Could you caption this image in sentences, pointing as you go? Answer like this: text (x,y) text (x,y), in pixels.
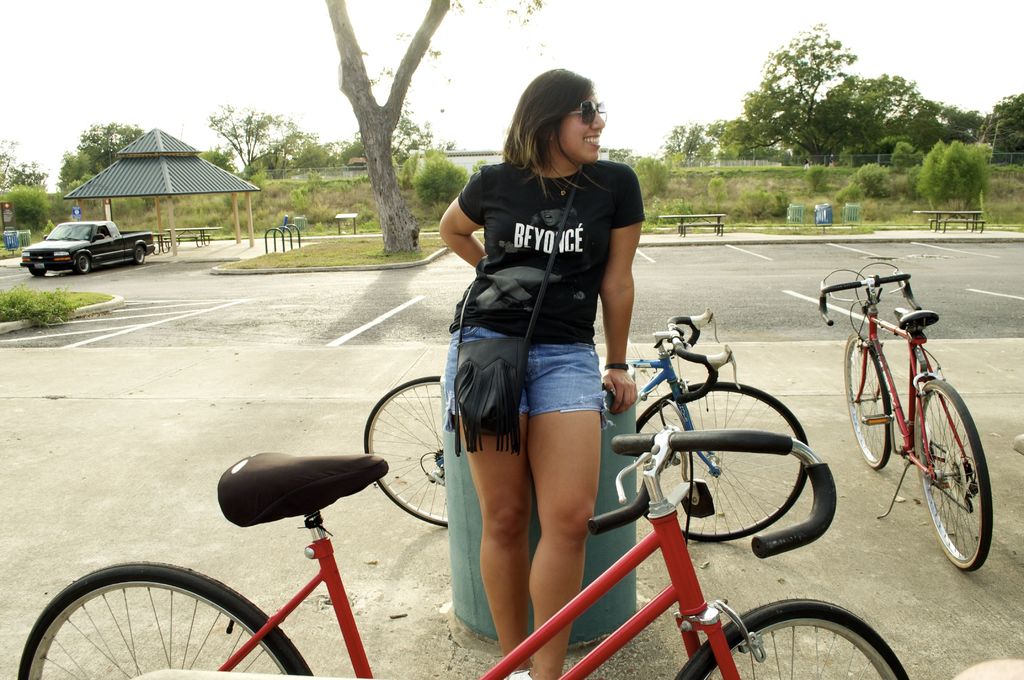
This is the woman (551,321) standing and smiling. She wore T-shirt (585,234), short (596,382), goggles (587,103) and a bag (544,290). There are three bicycles (682,464), which are parked. This looks like a mini truck (97,255). I think this is a shelter (195,183). These are the benches (944,212). I can see the trees (757,122) and small bushes (935,148).
